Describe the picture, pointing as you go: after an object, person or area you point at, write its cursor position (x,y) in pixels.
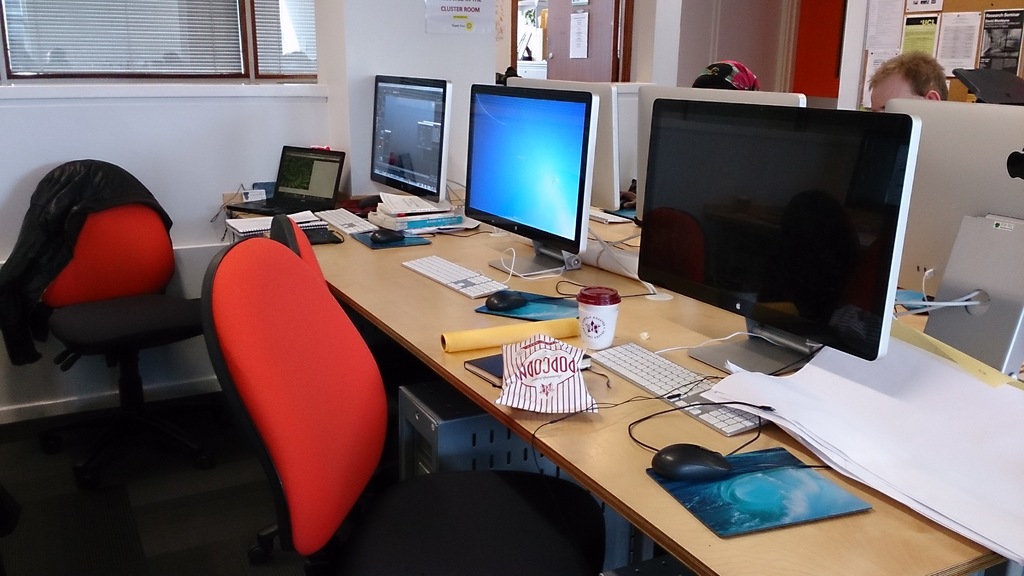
On the right side of the image (701,535) we can see persons (899,79) and table (468,238). On the table (641,448) we can see monitors (425,188), keyboards (624,377), mouse (675,449), mouse pads (746,514), papers (810,414), cup (589,317) and laptop (313,175). On the left side of the image (289,540) we can see chairs (469,541). In the background (769,84) we can see wall (319,81), window (251,49) and door (556,47).
